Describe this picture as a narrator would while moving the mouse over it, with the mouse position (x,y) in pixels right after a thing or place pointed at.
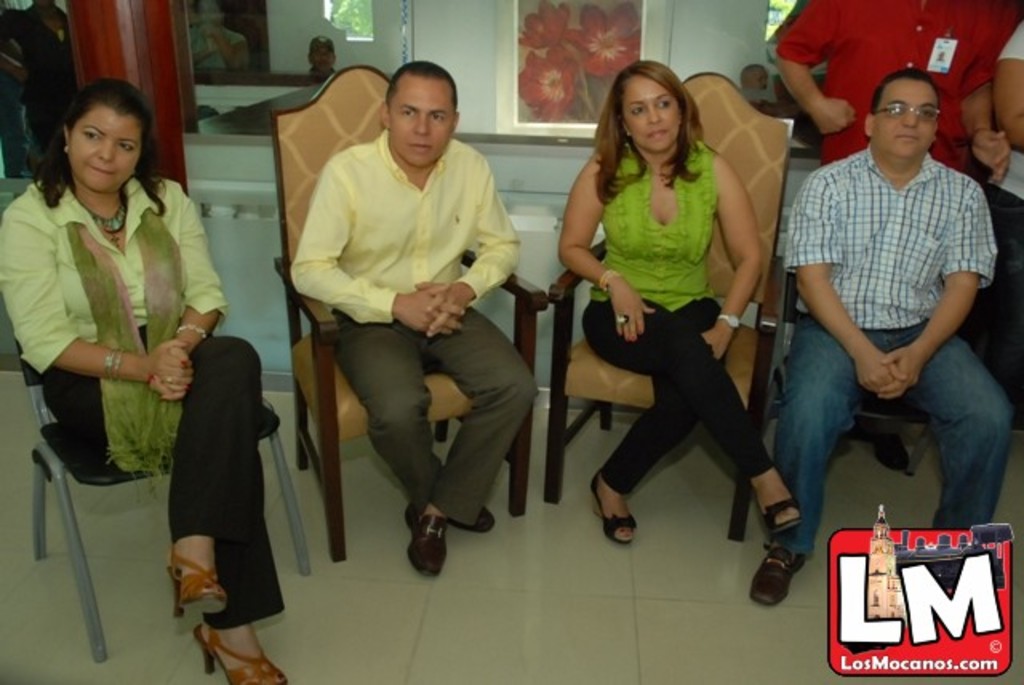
On the left side (158,443) a woman (151,438) is sitting on the chair (100,441), she wore shirt (68,295), trouser (196,361). In the middle (509,371) a man (410,336) is there. He wore yellow color shirt (406,264), beside him there is a beautiful woman (639,254), she wore a green color top (672,263) and black color trouser (660,355). On the right side (893,213) a man (866,252) is sitting, he wore shirt (866,287), trouser (945,353), spectacles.
